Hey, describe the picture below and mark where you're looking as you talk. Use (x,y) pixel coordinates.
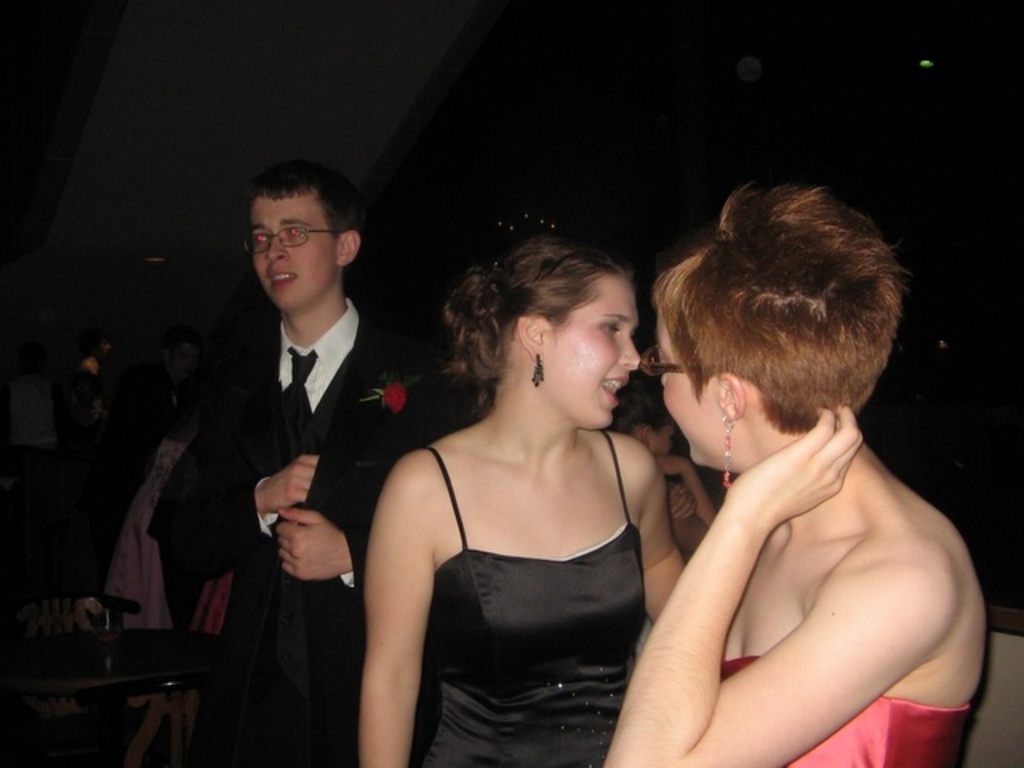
In front of the picture, we see two women (604,543) and a man (323,600) are standing. I think they are talking. Behind them, we see the people (671,455) are standing. On the left side (145,669), we see a table (133,657) and the chairs (101,605). In the background (84,330), it is black in color and this picture might be clicked in the dark.
